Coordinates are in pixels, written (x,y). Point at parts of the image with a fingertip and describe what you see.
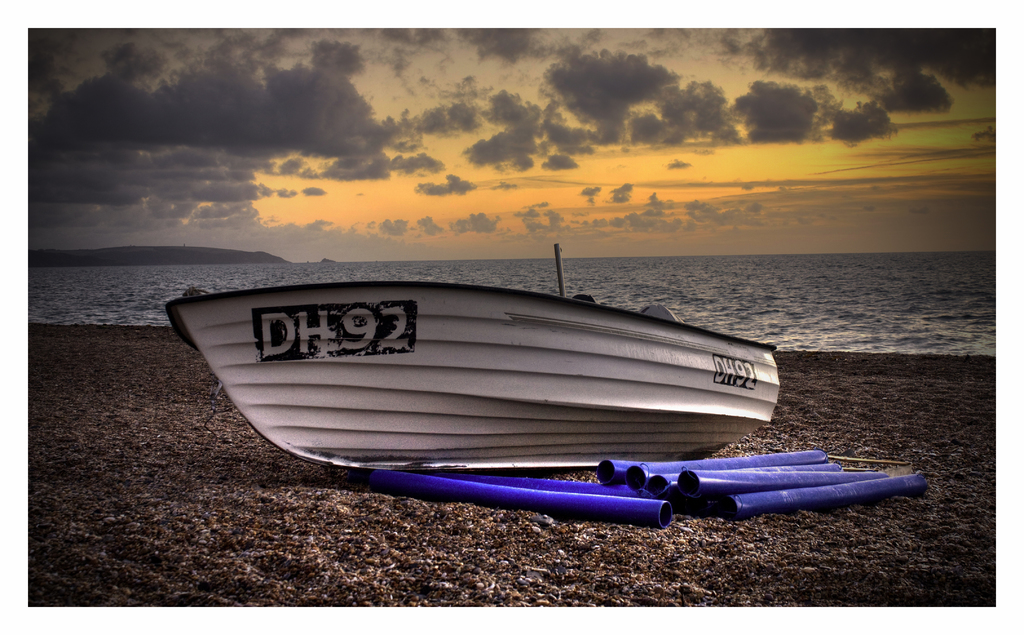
In this image we can see boat (386,424) placed on the shore (126,350), sea (137,313), hill (252,257) and sky (365,137) with clouds (322,137).
